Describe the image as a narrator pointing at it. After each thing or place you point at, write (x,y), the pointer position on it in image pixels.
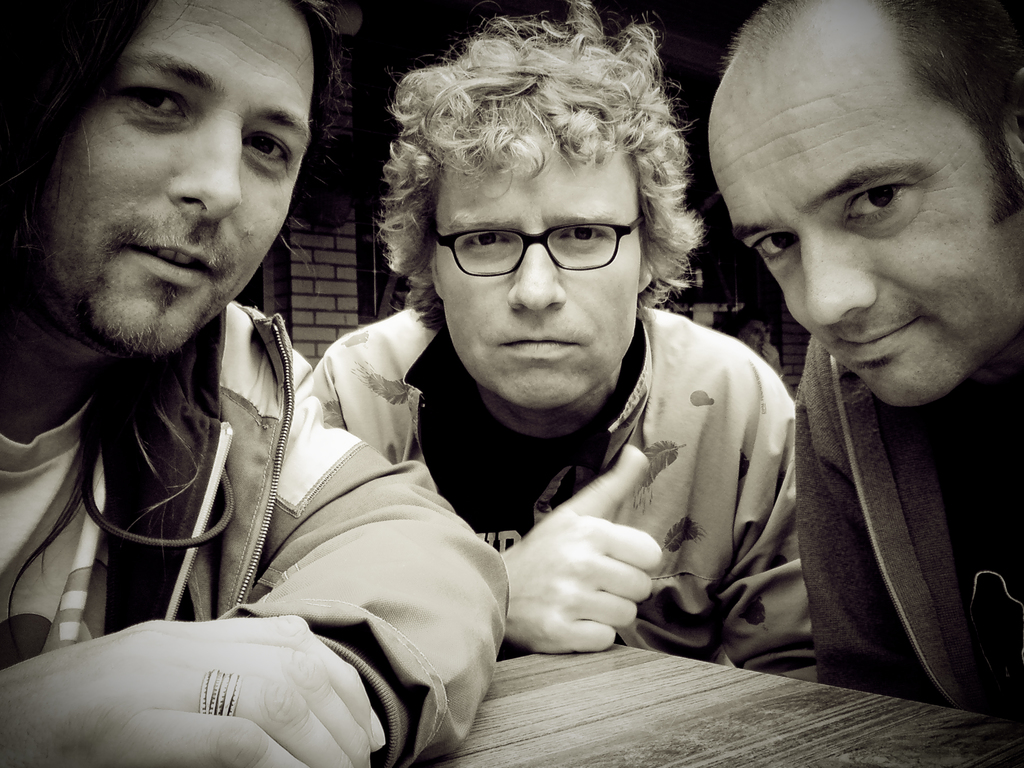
In this image on the right (943,361), there is a man (914,374), he wears a jacket (914,483). In the middle (595,490) there is a man (545,443), he wears a jacket (652,461), t shirt (510,508). On the left (152,501) there is a man (160,509), he wears a jacket (194,518), t shirt (50,463). At the bottom (529,717) there is a table (641,710). In the background (376,249) there is a house (369,264).
